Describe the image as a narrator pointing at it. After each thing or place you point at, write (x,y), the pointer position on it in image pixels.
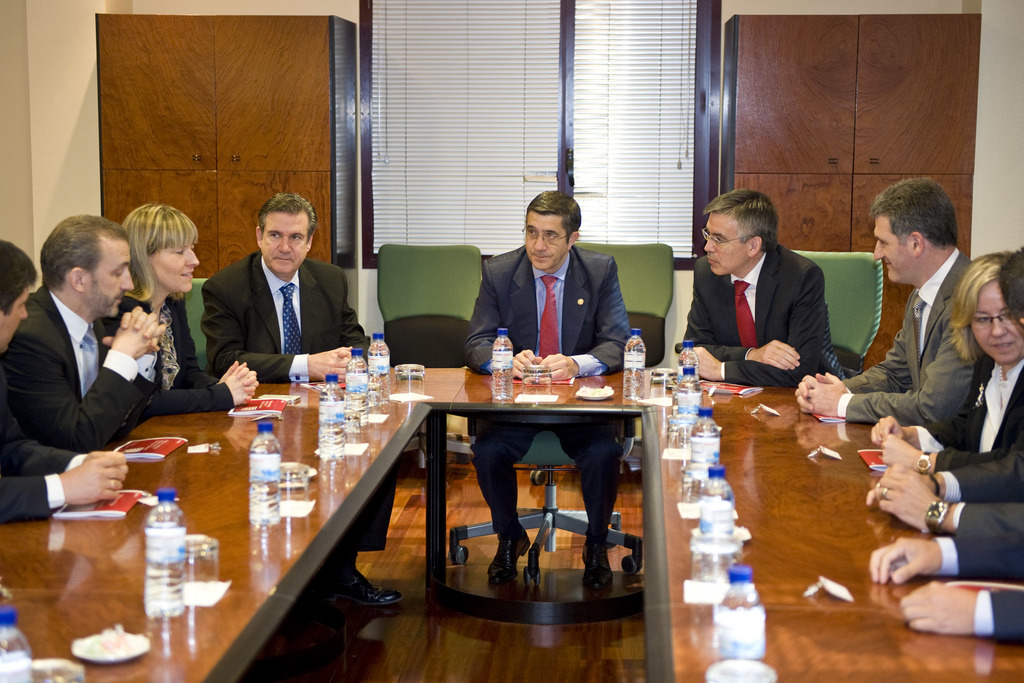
This picture is of inside the room (626,476). On the right corner (974,335) there are three persons (974,323) sitting on the chairs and in the center (415,420) there is a table (303,418) on the top of which water bottles (176,545) are placed. In the center (530,249) there is a man (560,272) wearing suit (582,295) and sitting on the chair (662,281). On the left (248,328) there are group of persons (236,296) sitting on the chairs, behind them there is a cabinet (273,83) and in the background (444,146) we can see a window (562,100) with a Window blind (613,88) and a wall (784,13).
